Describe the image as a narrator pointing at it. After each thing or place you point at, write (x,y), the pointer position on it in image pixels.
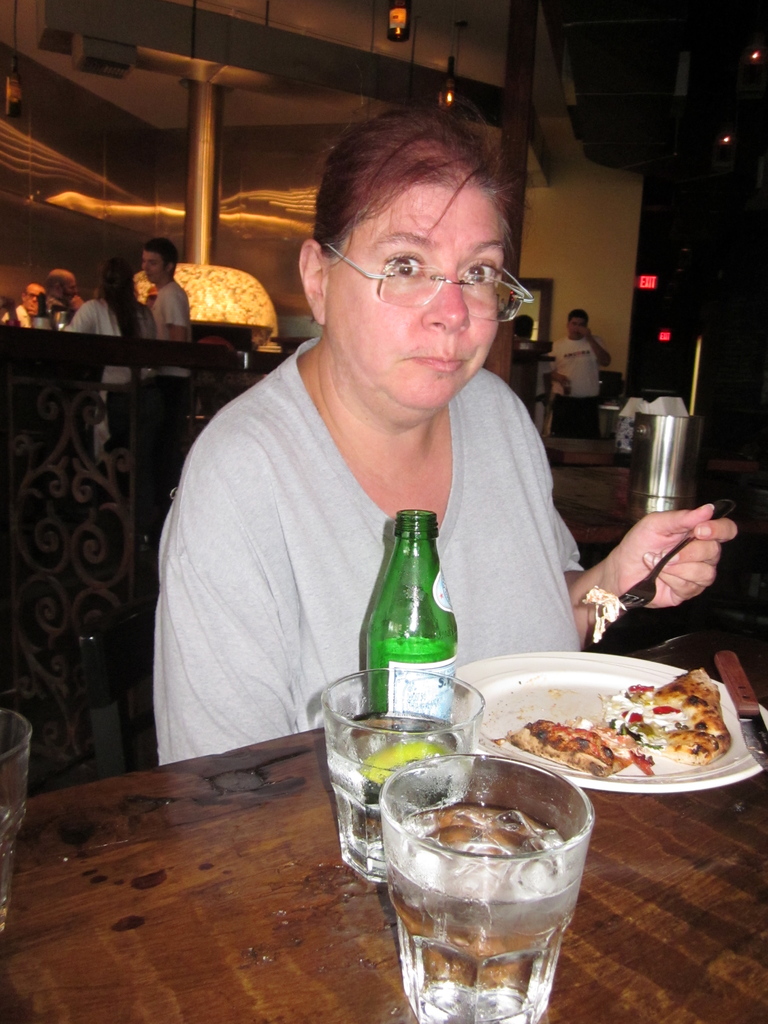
In this image i can see a person (295,507) sitting on a chair (123,685) in front of a table (306,801), holding a fork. On the table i can see 2 glasses (423,821), a bottle (400,565), a plate (561,680) and a pizza (616,742). In the background (572,381) i can see few people (563,342), a pillar (215,139), the wall (251,205), a board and the roof (421,18).
